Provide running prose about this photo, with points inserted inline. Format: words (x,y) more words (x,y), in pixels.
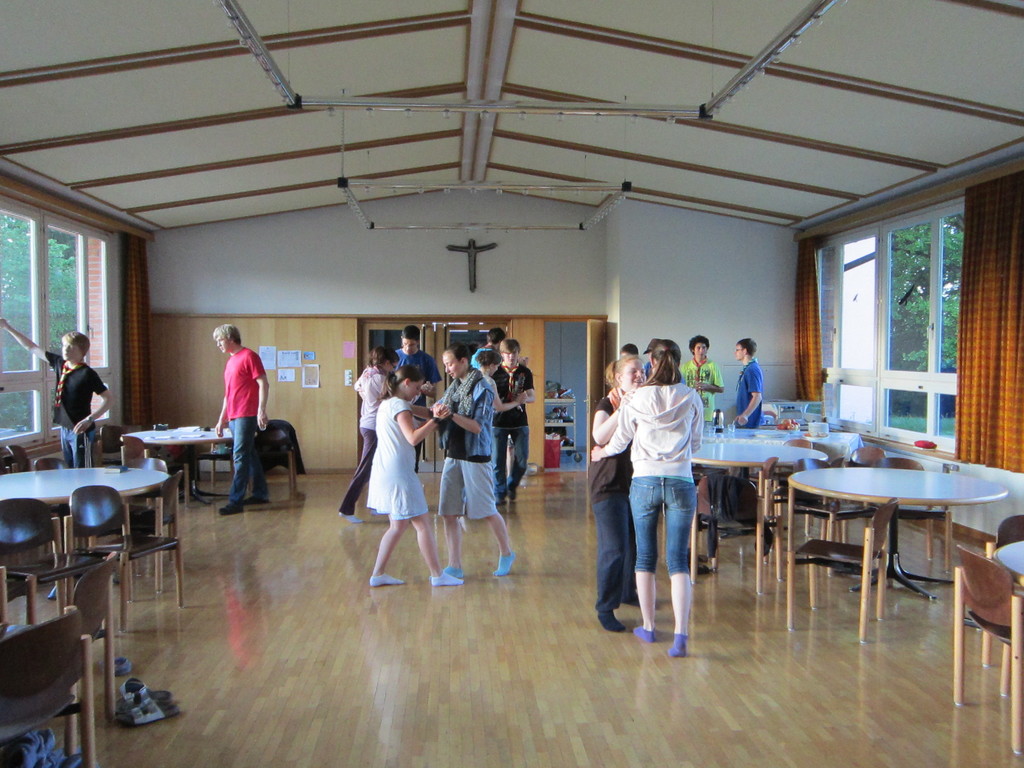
This is the picture of a place where we have some chairs (707,511) and tables (191,483) around the room (200,502) and some people (617,490) dancing holding each other there are orange color curtains (965,276) to the windows (831,281) and some lights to the roof (306,187).
